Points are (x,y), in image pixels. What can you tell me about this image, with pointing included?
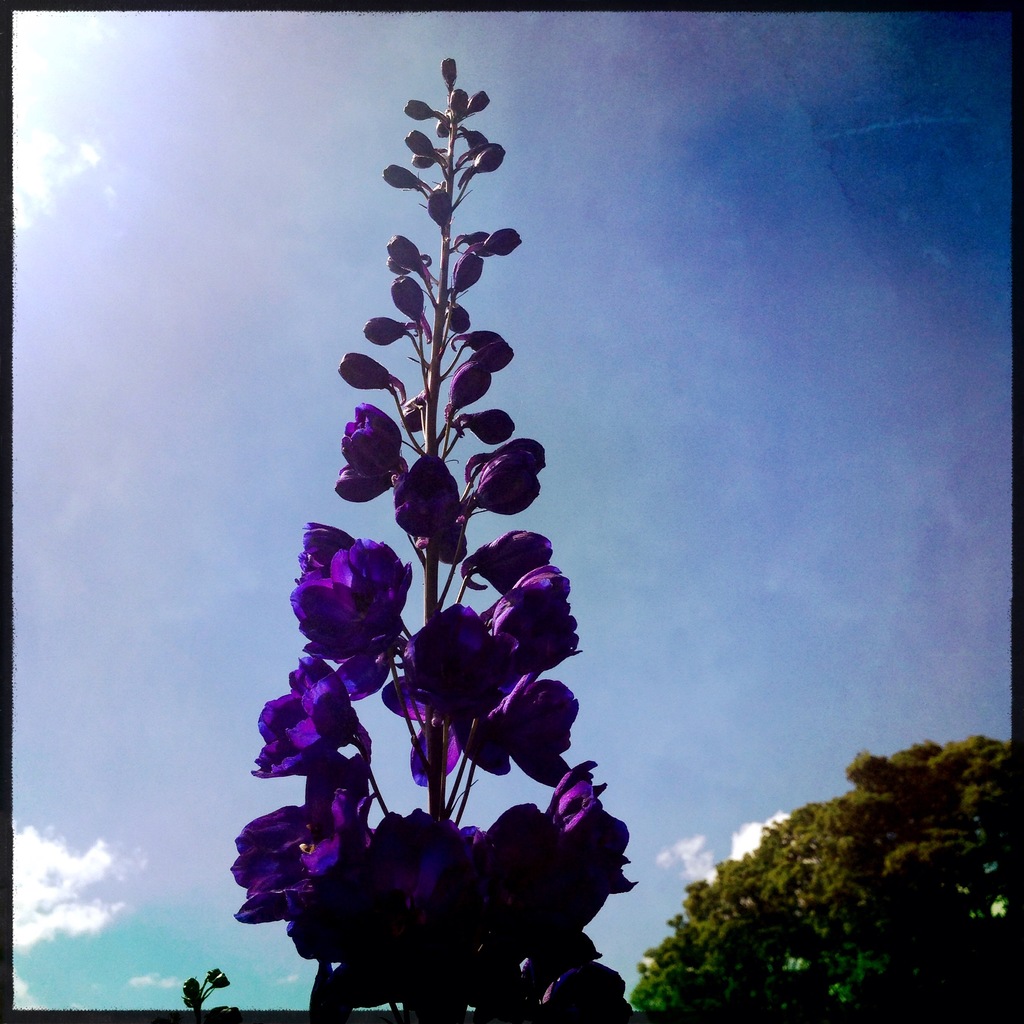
In this image in the foreground (417,650) there is a plant (473,872) and on the plant (490,845) there are flowers (460,861). In the background (773,906) there is a tree (830,891) and the sky (207,755) is cloudy.
